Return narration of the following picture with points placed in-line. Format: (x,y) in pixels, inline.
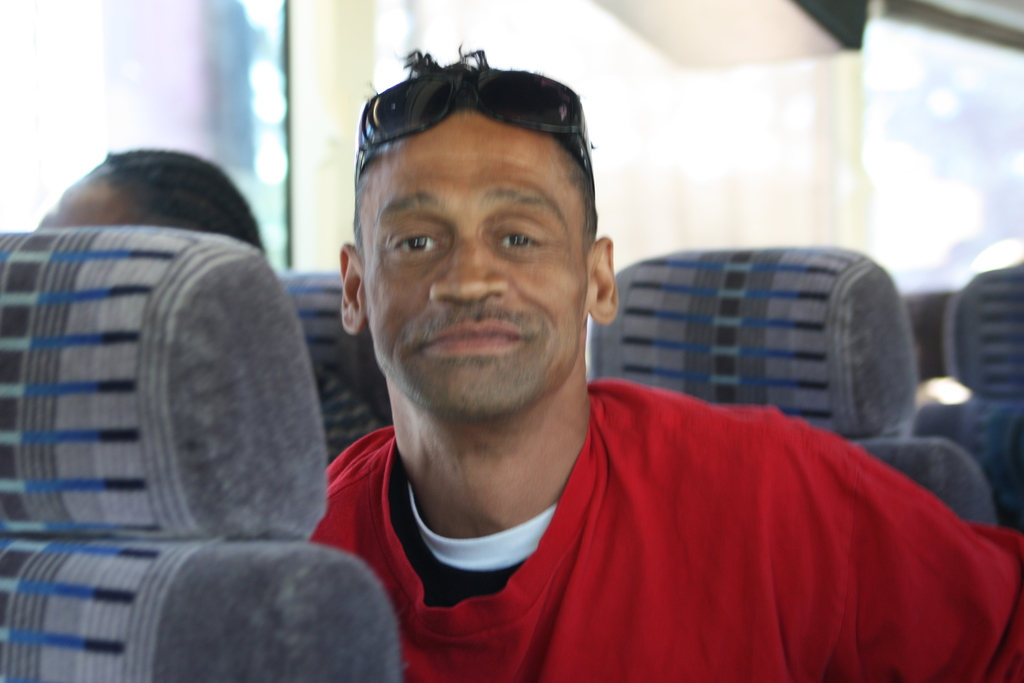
In the foreground of the image (221,366) there are people (363,314) sitting in seat (806,320). This image is taken inside a bus (715,30).
